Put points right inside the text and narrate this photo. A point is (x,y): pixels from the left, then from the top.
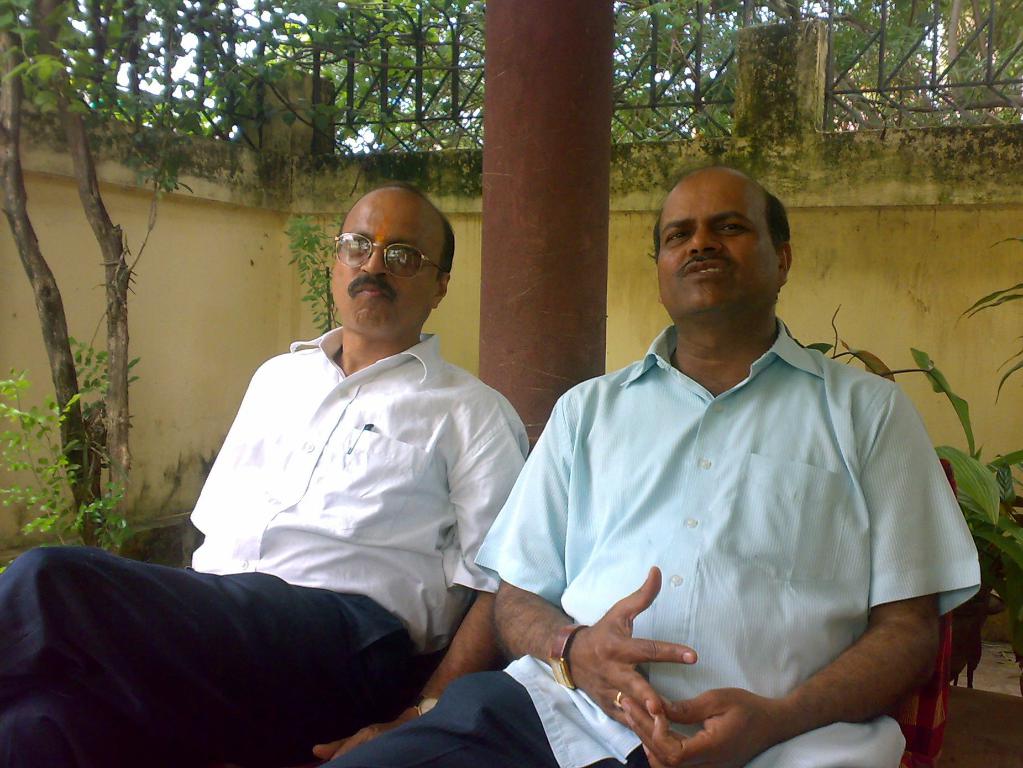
In this image there are persons (608,563) sitting in front (846,596). In the center (521,289) there is a pillar (518,271). In the background (80,93) there are trees (840,108), there is a wall (797,126) and on the top of the wall (766,168) there is a fence (698,97) and there are plants (1001,498).
